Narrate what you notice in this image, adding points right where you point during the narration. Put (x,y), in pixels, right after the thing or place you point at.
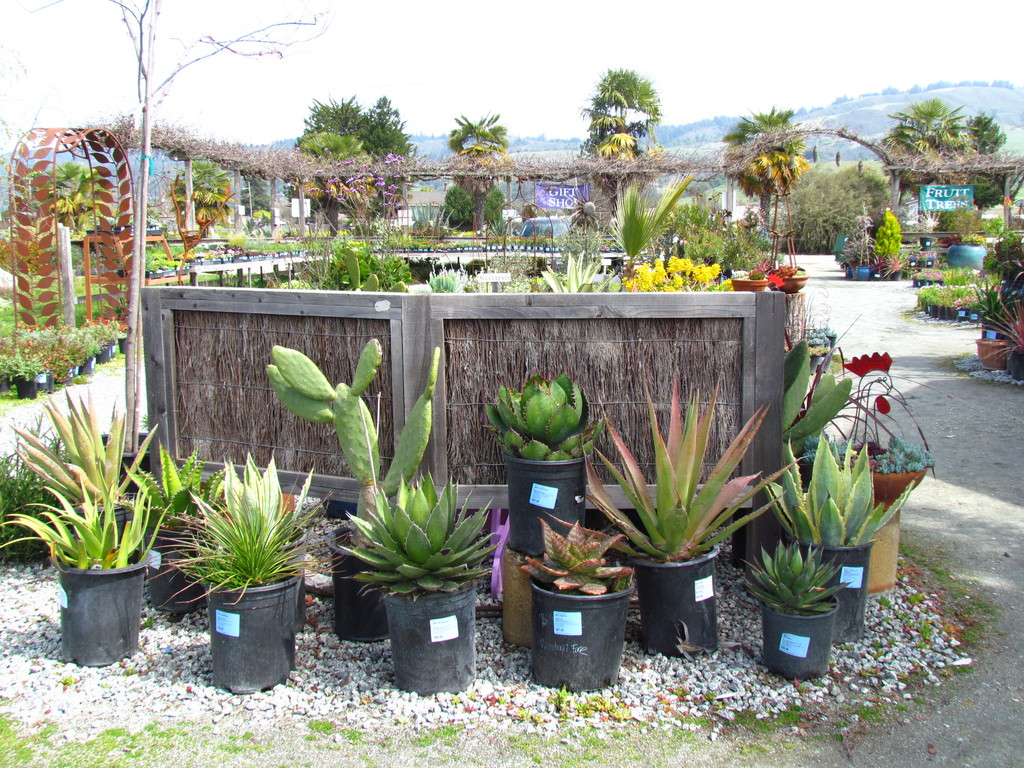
This is an outside view. It is looking like a garden (419,660). Here I can see many plants (399,545) which are placed on the ground (617,744). On the right side (919,342) there is a road (911,339). In the background (258,203), I can see many trees (215,206). At the top (429,71) I can see the sky (459,71).
